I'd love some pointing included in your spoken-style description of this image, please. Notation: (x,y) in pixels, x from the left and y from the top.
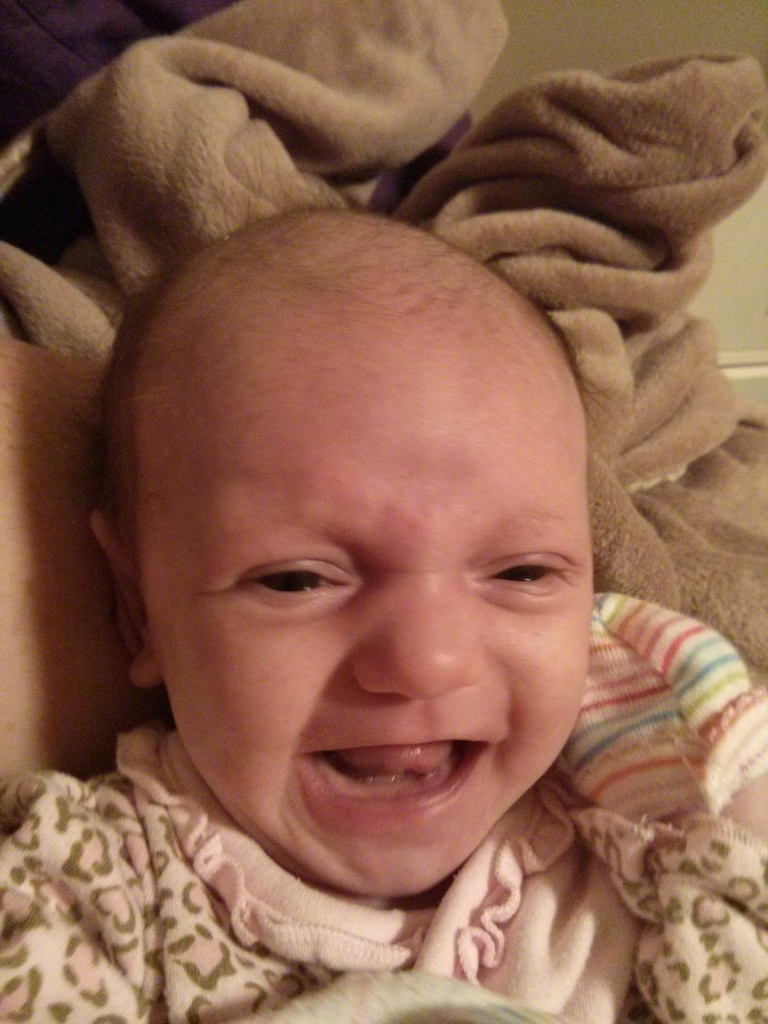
In this image we can see a baby (578,693) and cloth (252,129).
